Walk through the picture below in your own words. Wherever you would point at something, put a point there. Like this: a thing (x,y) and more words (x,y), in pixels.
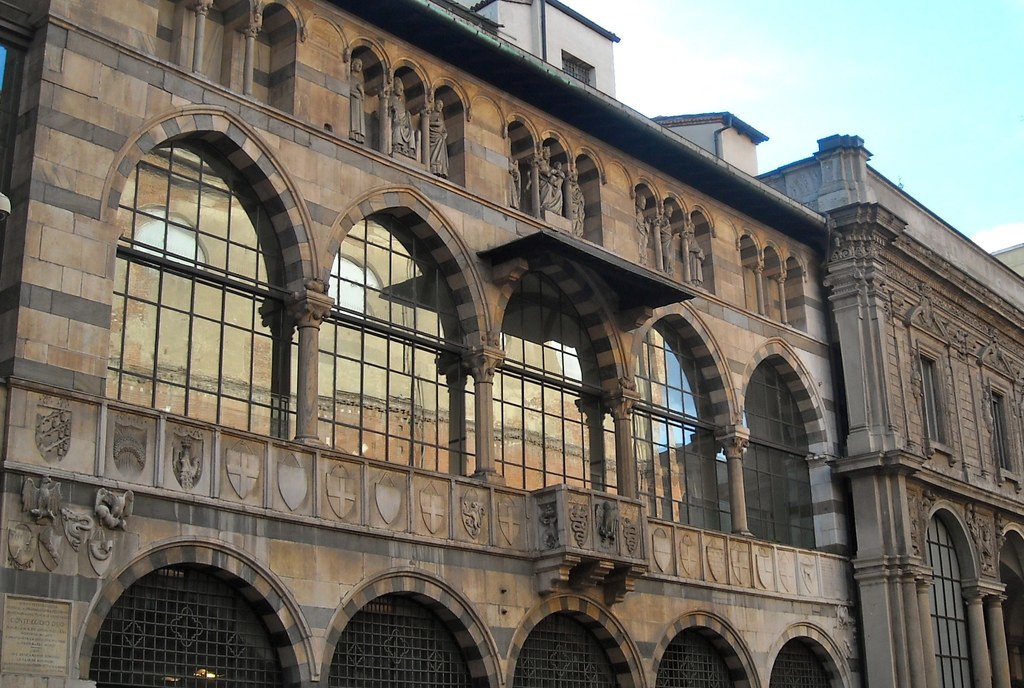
In this image I can see the building (563,401) and the window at the top (689,49) I can see the sky (736,92).
